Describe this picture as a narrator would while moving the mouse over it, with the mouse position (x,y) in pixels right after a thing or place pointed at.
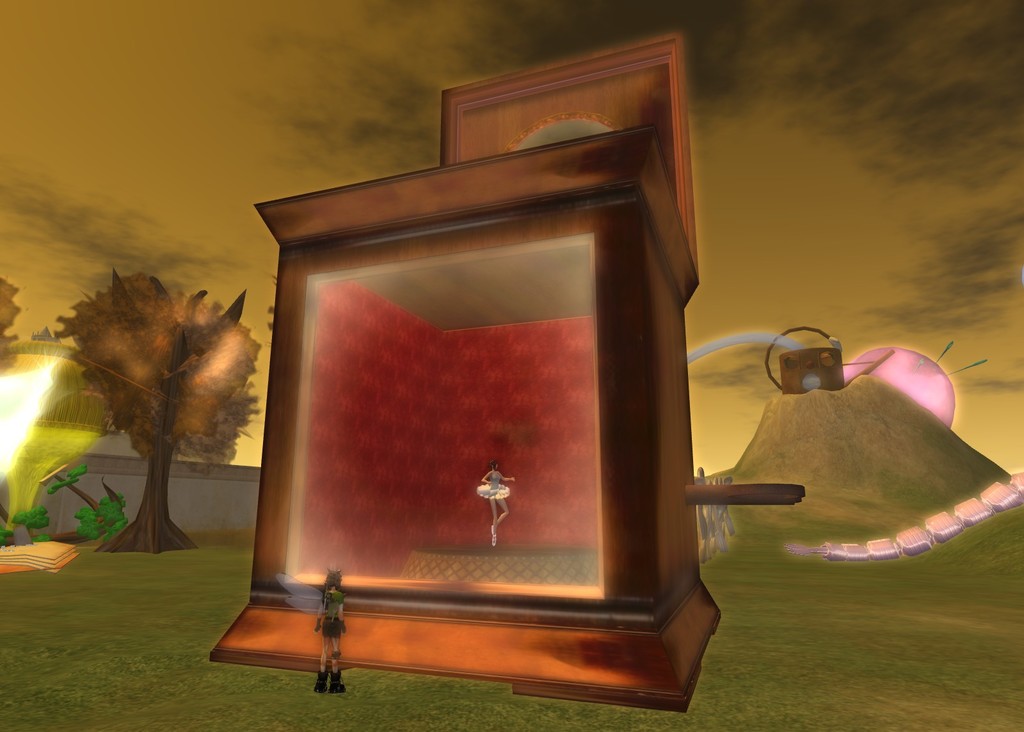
This is an animated image, in this image I can see two persons (492,503) standing. I can also see trees (226,382), background (716,142) I can see light (929,363) in pink color and sky (778,250). In front (681,218) I can also see a box (687,235).
